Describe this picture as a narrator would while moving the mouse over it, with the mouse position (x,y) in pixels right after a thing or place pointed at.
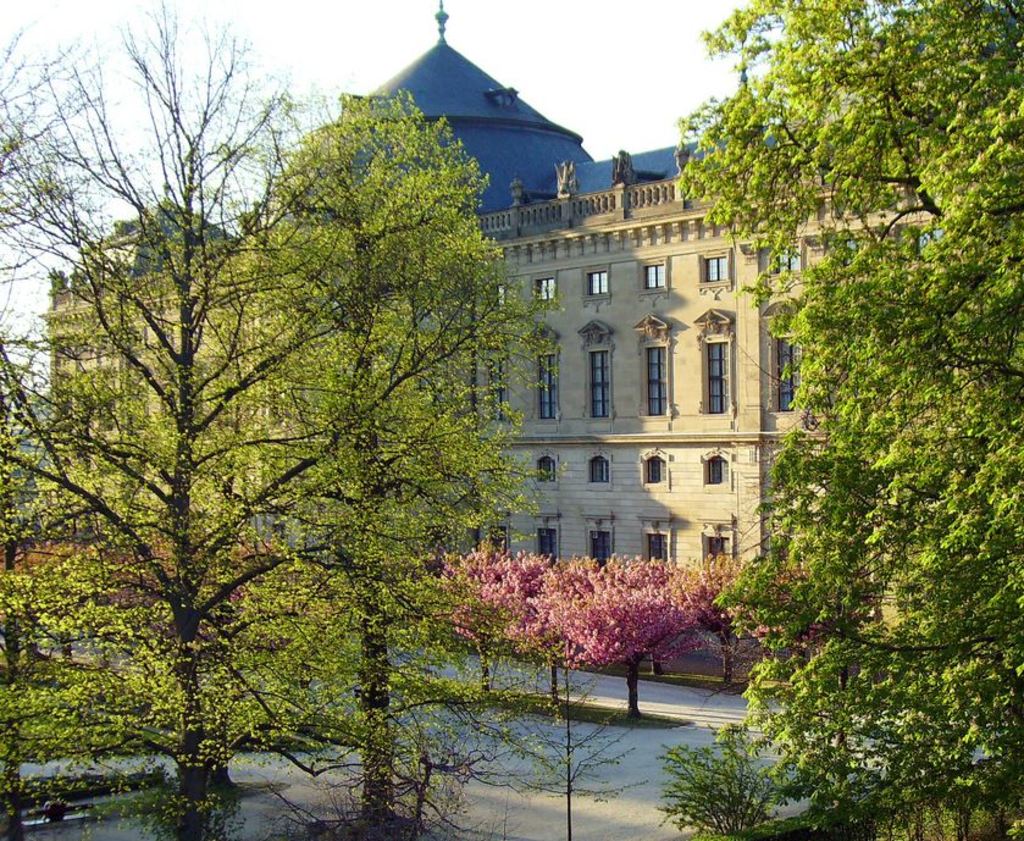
In this picture we can see trees (806,632), in the background (717,482) there is a building (590,275), we can see the sky (553,26) at the top of the picture (636,55), we can also see windows (663,539) of this building (595,323).
